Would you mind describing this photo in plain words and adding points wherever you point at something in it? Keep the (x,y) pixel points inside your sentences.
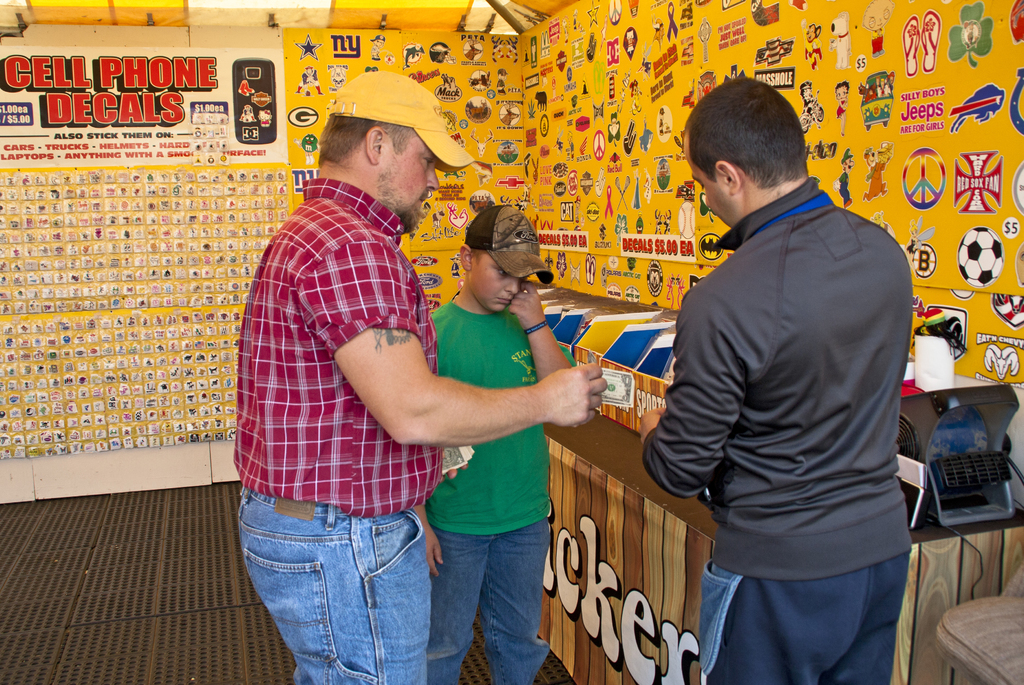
In this image we can see three persons (502,482) standing, among them one person (539,412) is holding currency notes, we can see a table (571,484), on the table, we can see some books (663,366) and other objects (663,380), also we can see some images (572,185) and text (578,161) on the wall (604,155).
